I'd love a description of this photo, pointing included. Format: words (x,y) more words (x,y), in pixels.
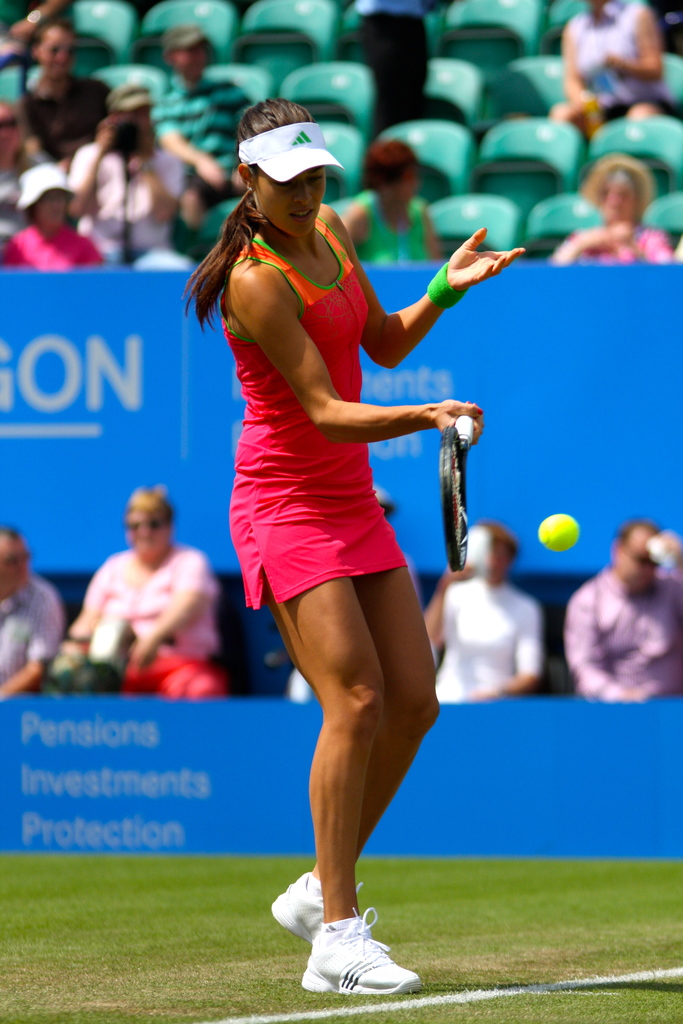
Here is the woman (320,749) standing and holding tennis racket (455,448). This is the tennis ball (554,542). She is playing tennis. At background (167,622) I can see few people (83,169) sitting on the chairs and watching the game. This is a blue color banner (150,378). These are the empty chairs (495,204) which are green in color.
